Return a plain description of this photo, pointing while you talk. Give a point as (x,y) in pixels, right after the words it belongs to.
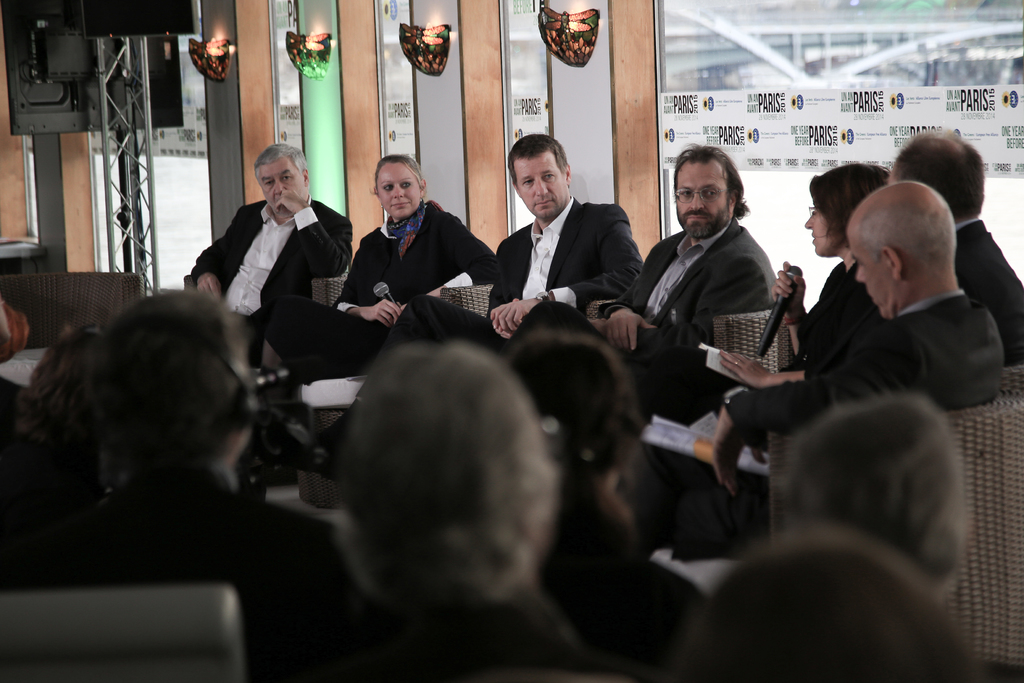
In this image, we can see people (554,293) sitting on the chairs (747,337) and there are wearing coats (310,249) and some are holding objects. In the background (289,56), there are lights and we can see papers (807,133) with some text (765,99) are pasted on the glass doors (275,114) and there is a television (75,129) with a stand (139,206).
